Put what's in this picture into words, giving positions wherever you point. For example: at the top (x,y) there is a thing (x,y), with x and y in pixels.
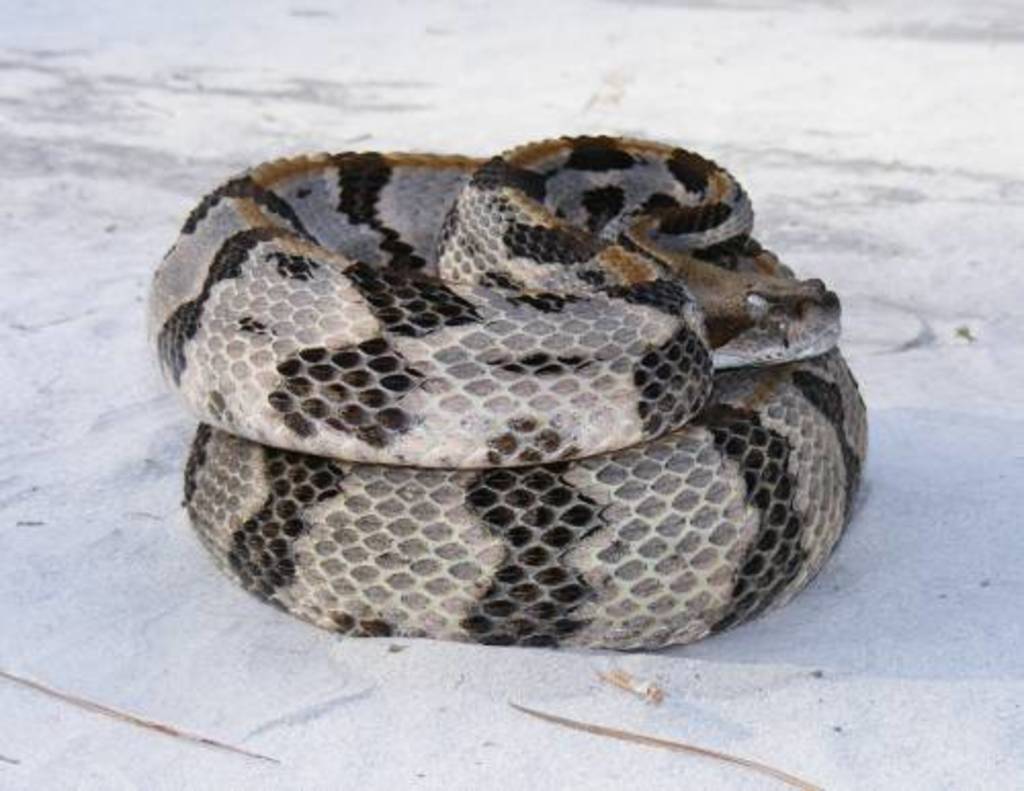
In this image I can see the white colored ground (347,725) and on it I can see a snake (385,598) which is white, black and brown in color.
